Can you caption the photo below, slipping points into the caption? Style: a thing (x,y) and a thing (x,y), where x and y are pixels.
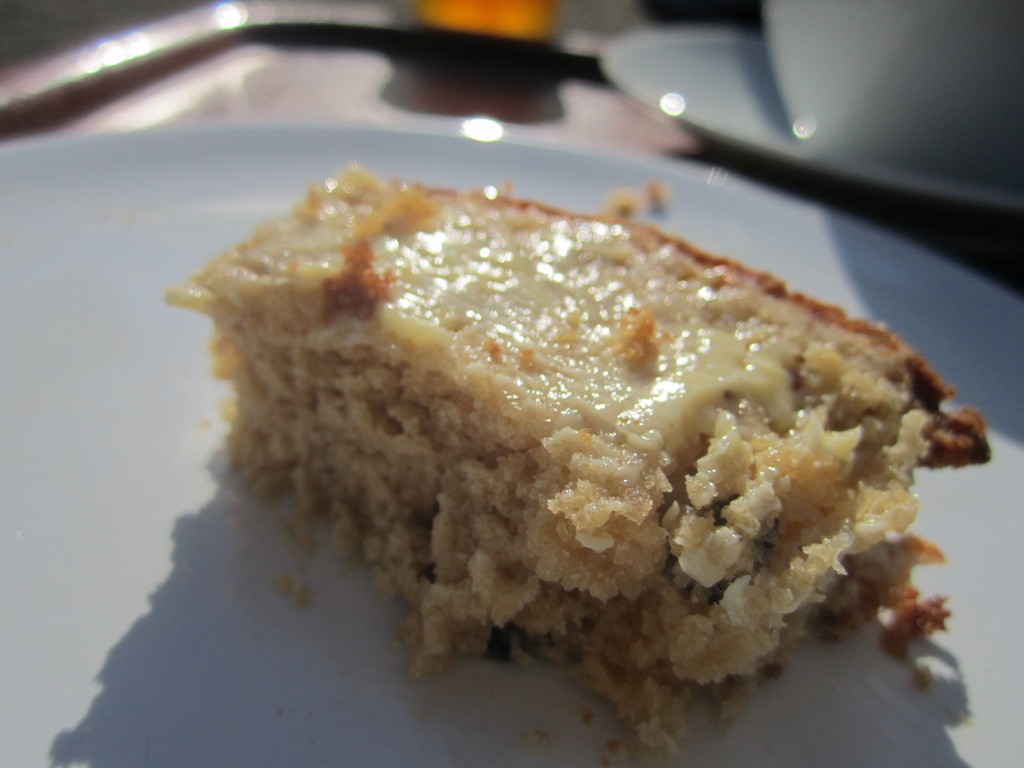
In this image we can see a dessert (371,311) on the serving plate (6,403).
